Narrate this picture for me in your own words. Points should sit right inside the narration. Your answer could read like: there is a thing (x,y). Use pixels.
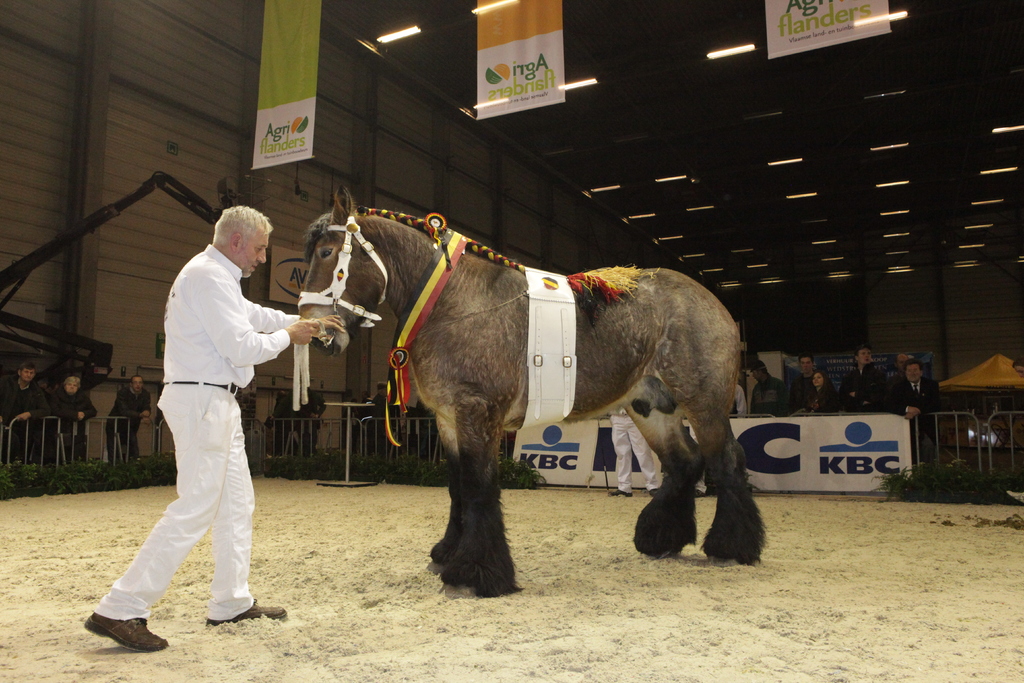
In this picture I can see a horse (462,316) in front (326,275) which is standing and I see that a man (247,335) is holding it. In the background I can see the fencing (928,468) and I can see a board (892,441) on which there is something written and I see few people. On the top of this picture (306,6) I can see the banners (295,96) on which there words written and on the ceiling (724,88) I can see the lights (615,188) and I see the sand (582,607) in the front (528,573).
